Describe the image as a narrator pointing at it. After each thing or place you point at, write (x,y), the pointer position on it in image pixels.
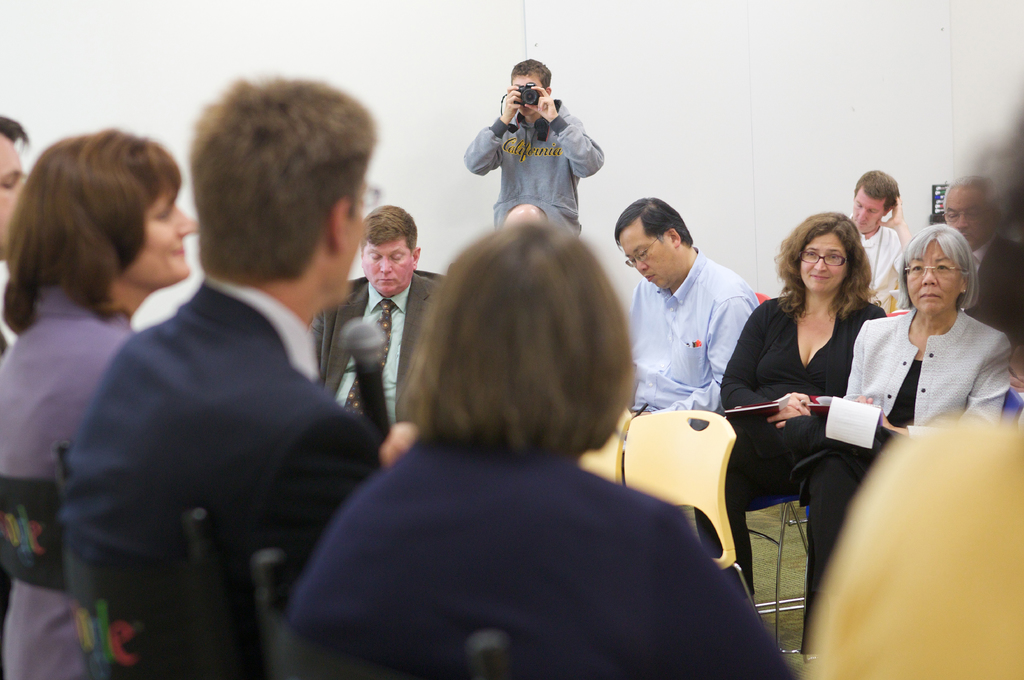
In this picture I can see group of people (468,340) sitting on the chairs (184,673), there is a man (543,68) standing and holding a camera (533,103), there is a person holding a mike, there are two persons (747,327) holding some objects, and in the background (468,86) there is a wall (759,65).
